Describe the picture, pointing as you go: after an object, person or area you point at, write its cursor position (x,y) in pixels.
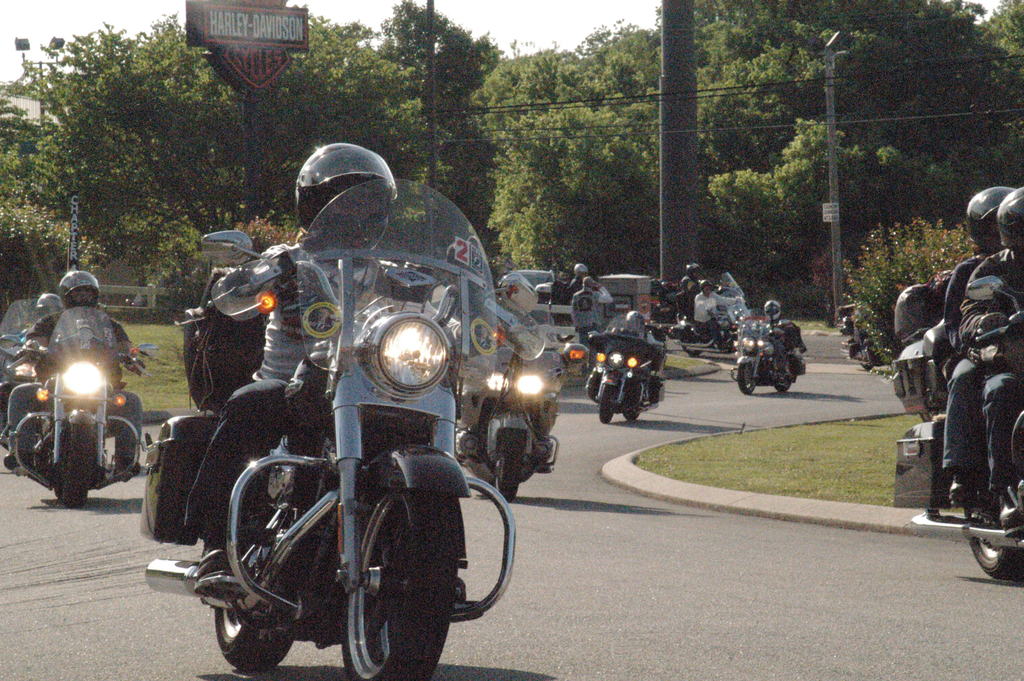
In this picture i can see people (275,432) are riding vehicles (423,464) on the road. These people (291,382) are wearing helmets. In the background (569,162) i can see trees (492,183) and sky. I can also see poles (830,78) on which wires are attached to it. On the right side (783,473) i can see grass (807,450) and plants (874,305).
